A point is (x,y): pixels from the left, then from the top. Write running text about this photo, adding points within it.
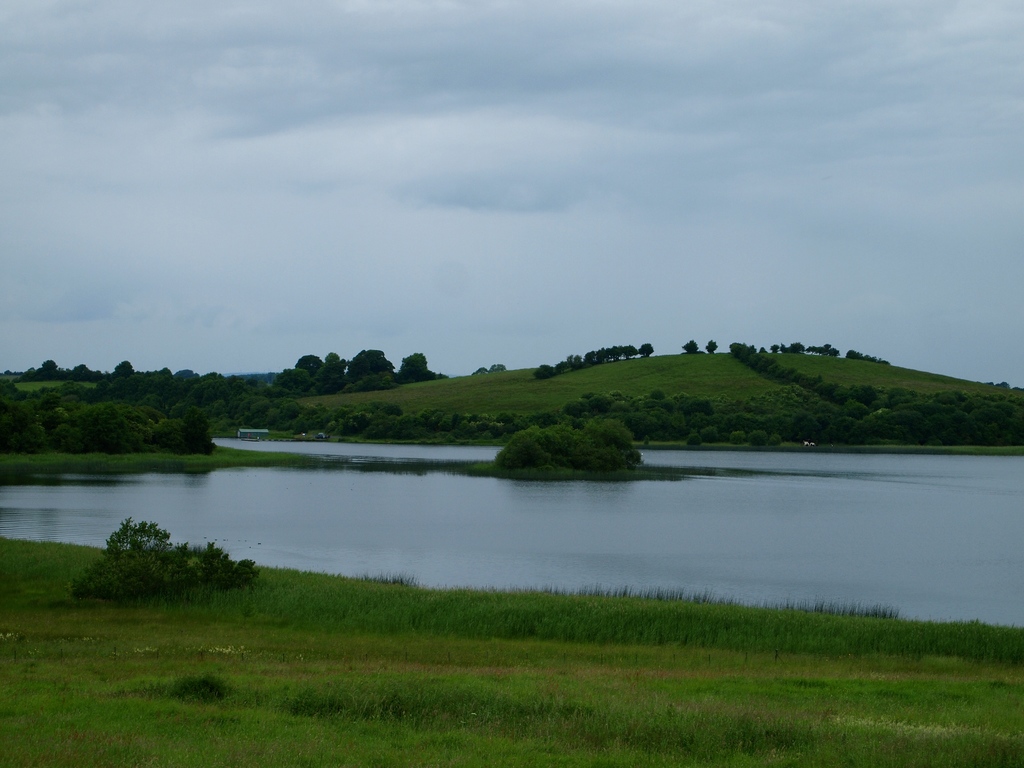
In this picture I can see water (287,498), there is grass (483,463), there are plants (731,420), trees (346,433), and in the background (753,305) there is the sky (899,154).
